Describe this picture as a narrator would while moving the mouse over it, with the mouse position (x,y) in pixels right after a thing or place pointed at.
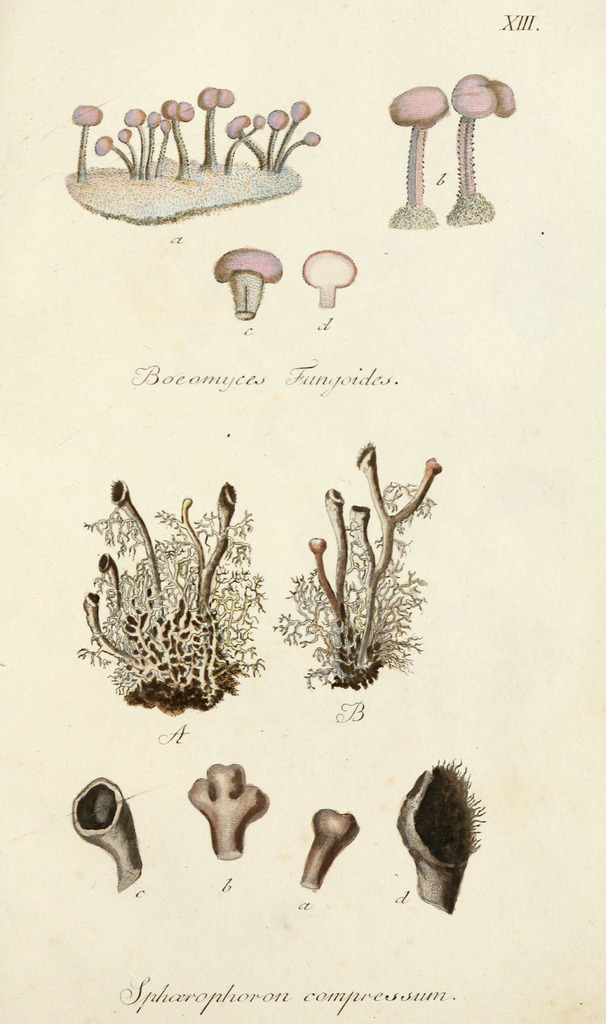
In this picture, we see mushrooms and plants (311,589) are drawn on the white paper (254,698). We see some text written on that paper (236,721).
